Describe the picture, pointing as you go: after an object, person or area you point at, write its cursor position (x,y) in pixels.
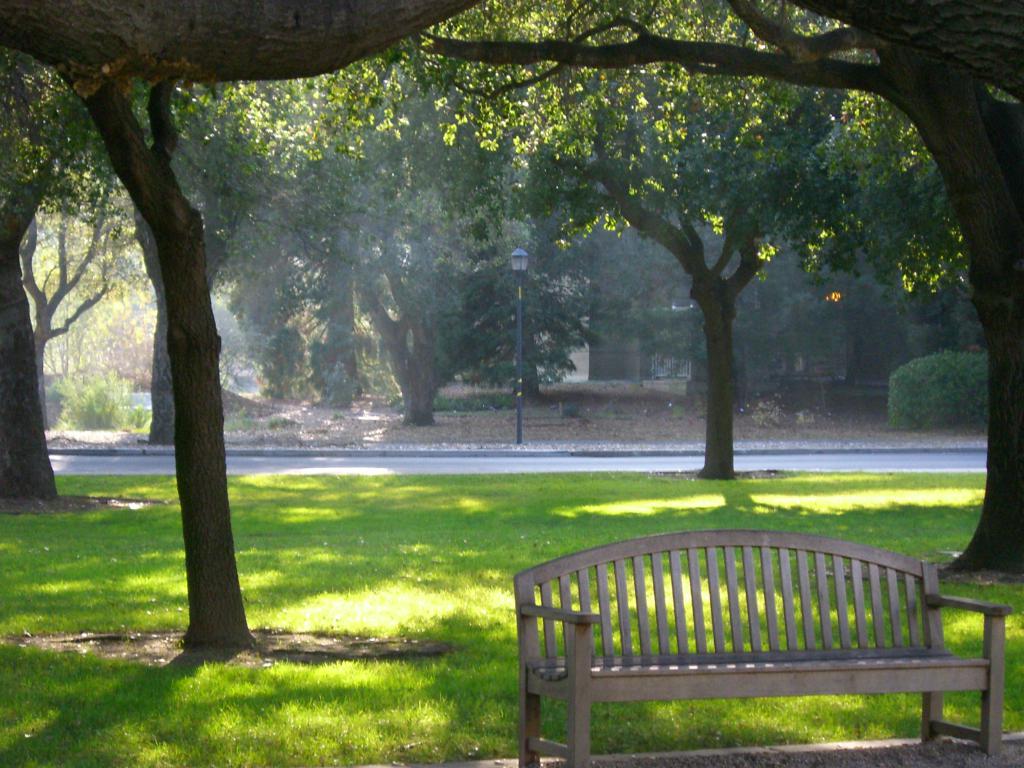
In this picture we can see a bench (999,618), grass (629,520), road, pole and in the background (554,353) we can see trees (425,283).
